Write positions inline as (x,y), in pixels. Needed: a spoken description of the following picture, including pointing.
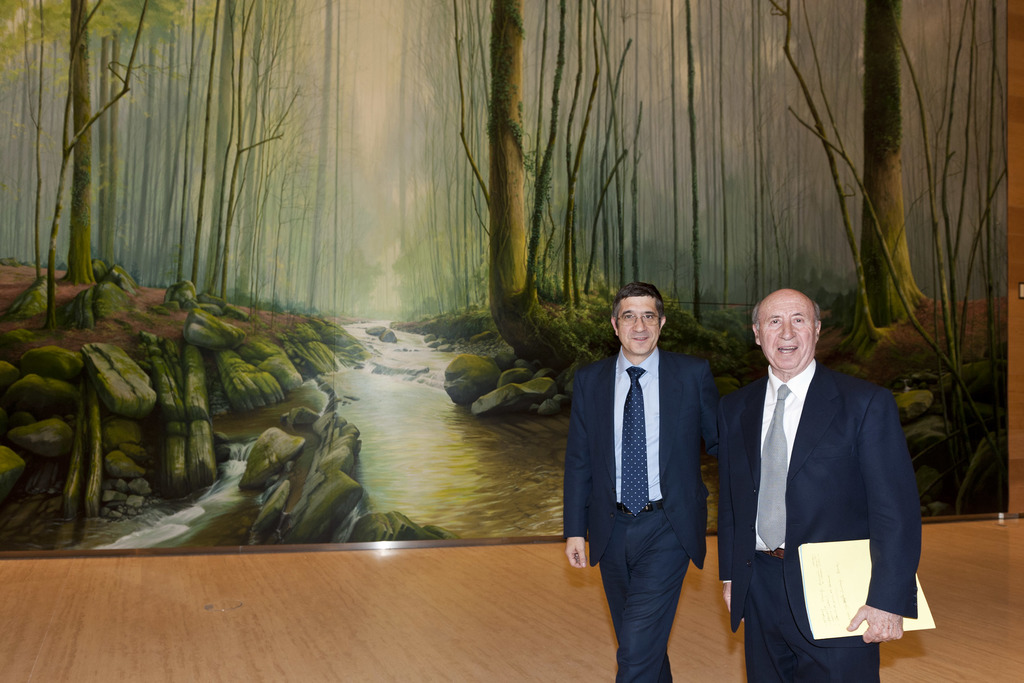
This image consists of two men (765,573) wearing blue suits (745,593). To the right (785,607), the man (776,592) is holding a file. At the bottom (391,609), there is a floor (399,561). In the background (424,247), there is a poster (327,346) on the wall (352,435).
